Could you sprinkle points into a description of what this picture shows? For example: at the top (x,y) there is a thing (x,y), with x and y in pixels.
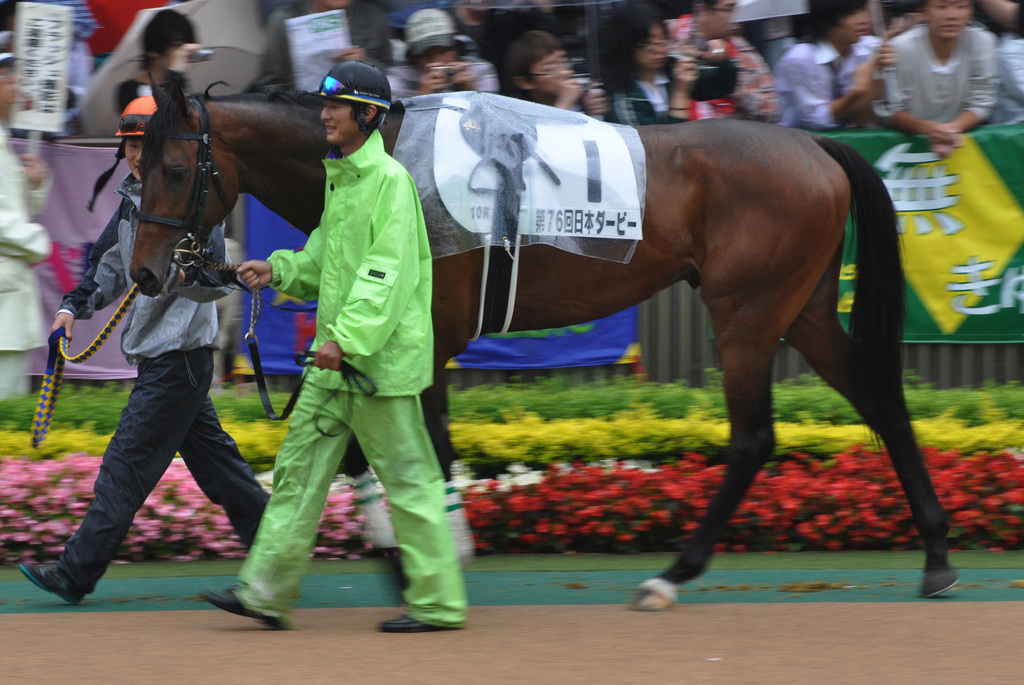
In the image two persons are walking and holding a horse (169,117). Behind them there are some plants (88,388) and flowers (1005,456) and fencing (963,363), on the fencing (989,351) there are some banners (1004,339). Behind the fencing (1004,374) few people (1012,112) are standing and holding some banners (62,75).
